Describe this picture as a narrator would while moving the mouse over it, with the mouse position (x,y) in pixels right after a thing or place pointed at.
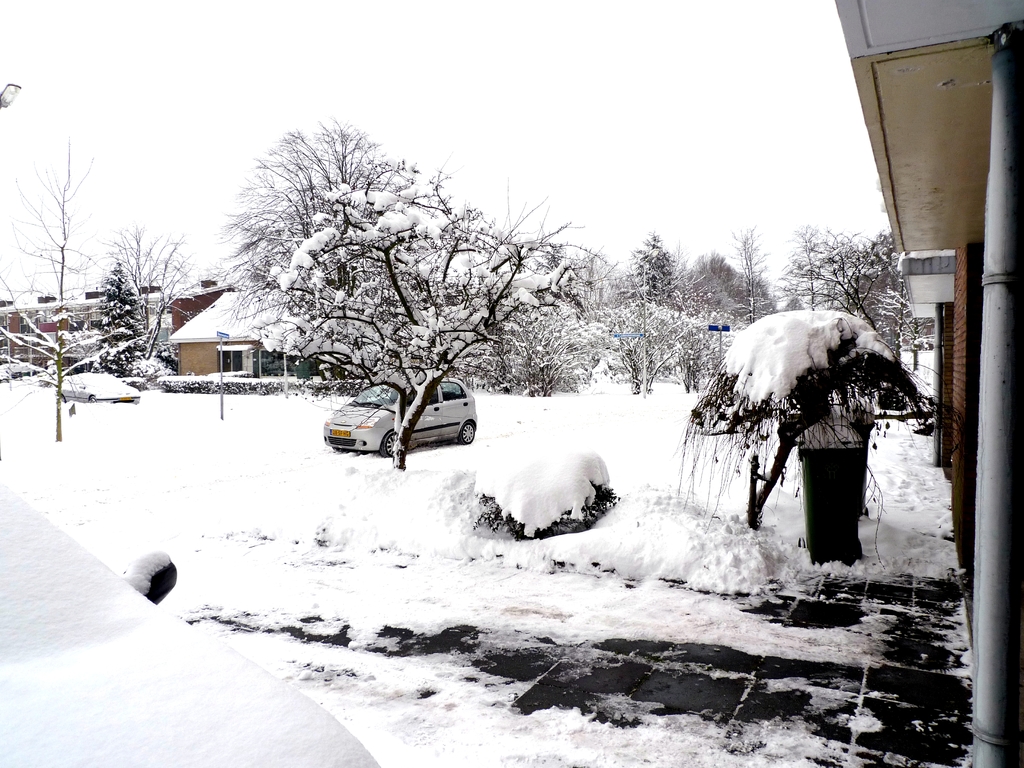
There is a car (420,443), trees (441,364) and a house (182,336) are on the snow land (322,520) as we can see in the middle of this image (352,431), and there is a sky (557,110) at the top of this image (564,120).
